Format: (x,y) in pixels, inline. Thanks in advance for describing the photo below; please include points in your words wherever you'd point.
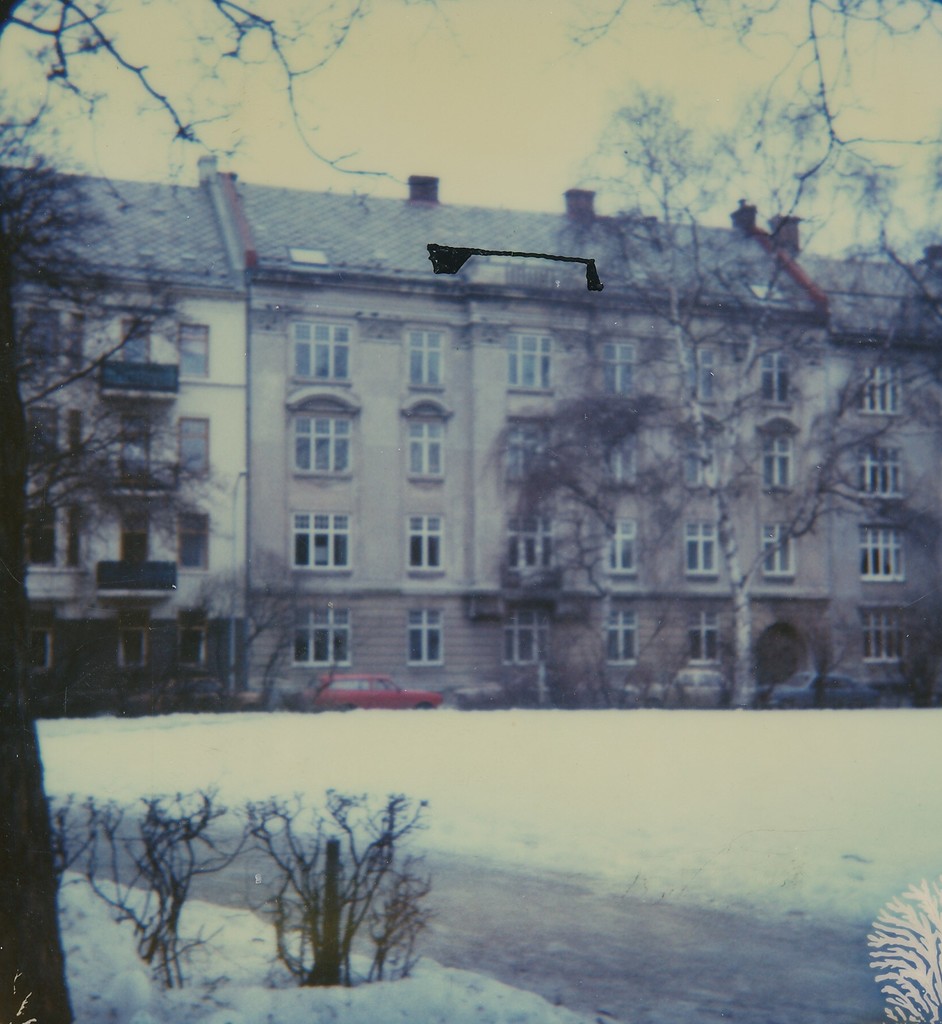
In this image I can see the road (581,892), some snow (681,799) on the ground (565,766), few trees (711,456), few vehicles (501,694) and the building (362,441). I can see few windows (308,456) of the building (421,499) and in the background (570,74) I can see the sky (604,71).
